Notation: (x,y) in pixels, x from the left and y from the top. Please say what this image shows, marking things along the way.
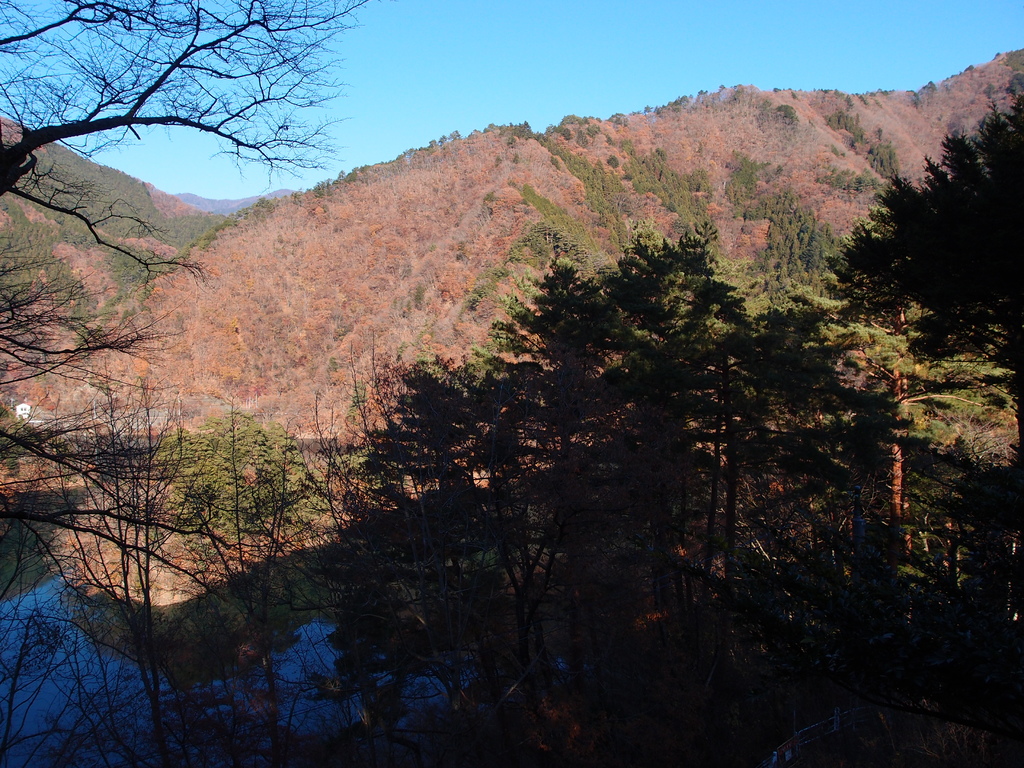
In the image there is a mountain (576,221) and in front of the mountain (301,332) there are a lot trees (663,388) and some of them are dried trees (116,489). On the left side (321,706) there is a small pond (19,580).
